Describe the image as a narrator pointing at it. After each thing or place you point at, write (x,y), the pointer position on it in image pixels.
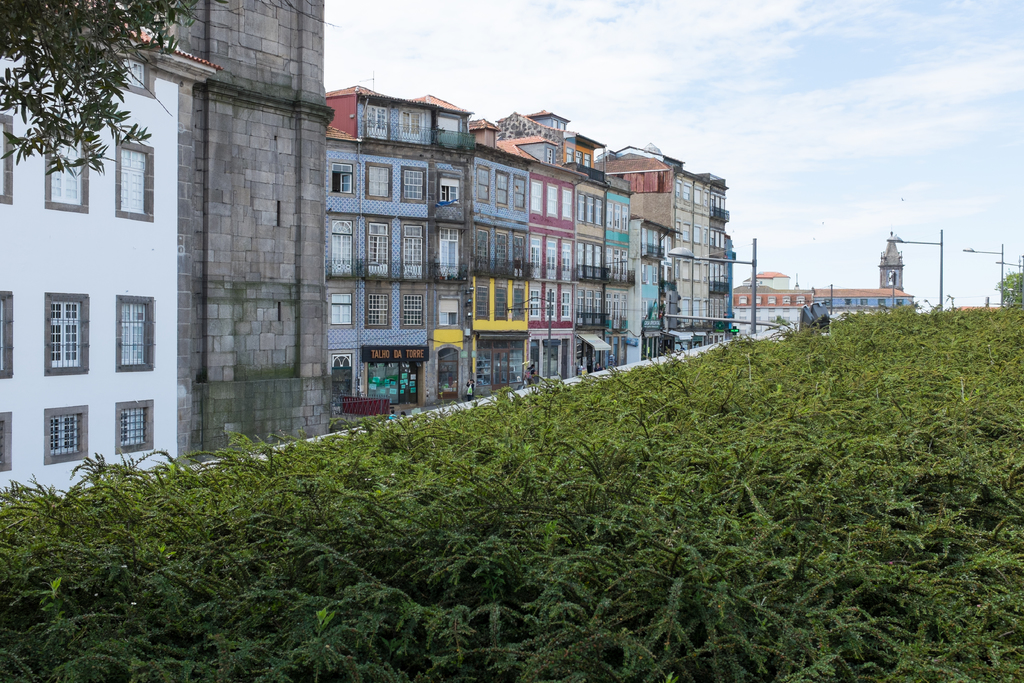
In this image, we can see green plants (190,636), there are some buildings (654,198), we can see some windows (371,263) on the buildings (214,221), at the top (739,208) there is a sky (746,71).
